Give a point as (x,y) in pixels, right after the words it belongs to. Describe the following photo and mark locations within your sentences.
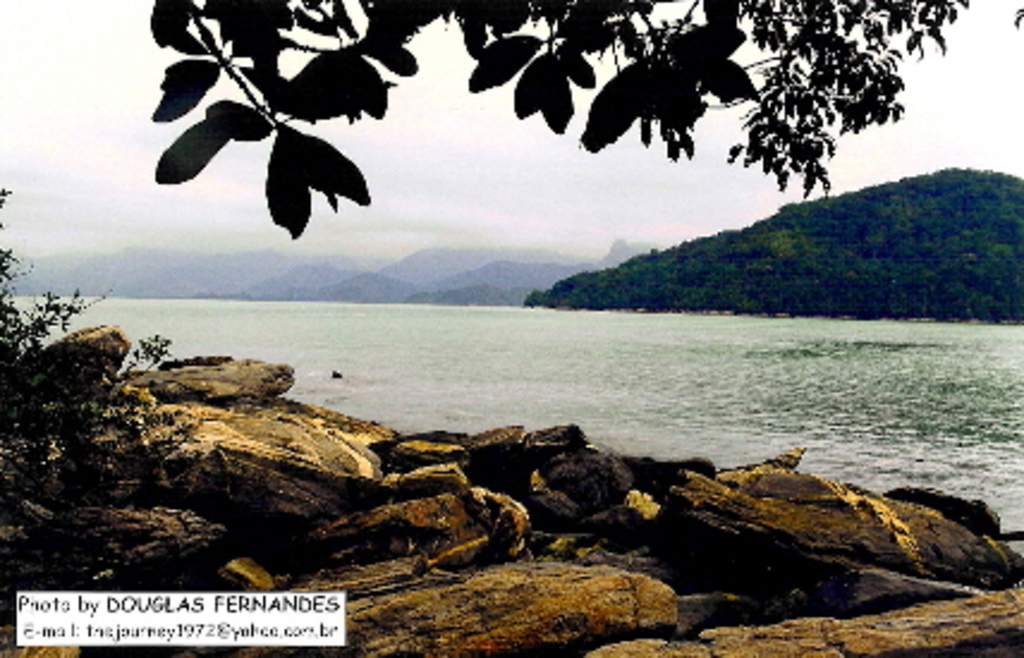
In this image, we can see a river (760,384). There are some rocks (729,520) at the bottom of the image (481,498). There is a text (265,595) in the bottom left of the image (241,624). There is a plant (90,425) on the left side of the image (90,438). There is a hill (835,239) on the right side of the image (970,256). There is a branch (321,88) and sky (328,47) at the top of the image (400,116).
